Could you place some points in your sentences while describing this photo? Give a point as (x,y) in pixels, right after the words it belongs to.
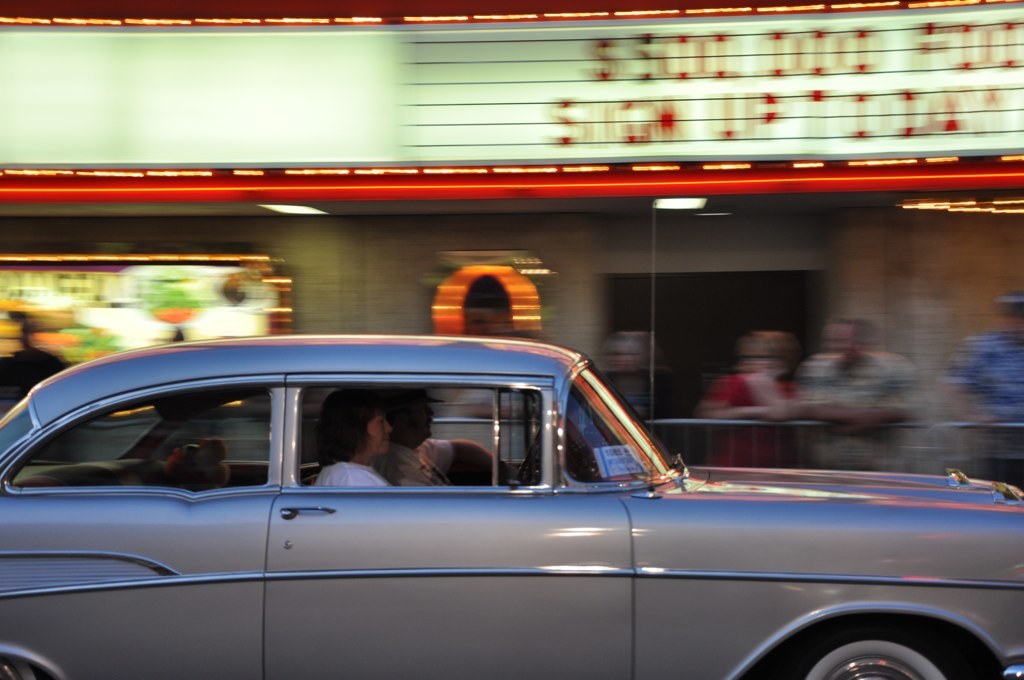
This picture is of outside. In the foreground (304,356) we can see a car (688,569) and a woman (364,446) and a man (442,447) sitting in the car (313,445). The background (1006,373) is Blurry and in the background (800,313) we can see a shop (177,275) and some persons (865,370) standing.
